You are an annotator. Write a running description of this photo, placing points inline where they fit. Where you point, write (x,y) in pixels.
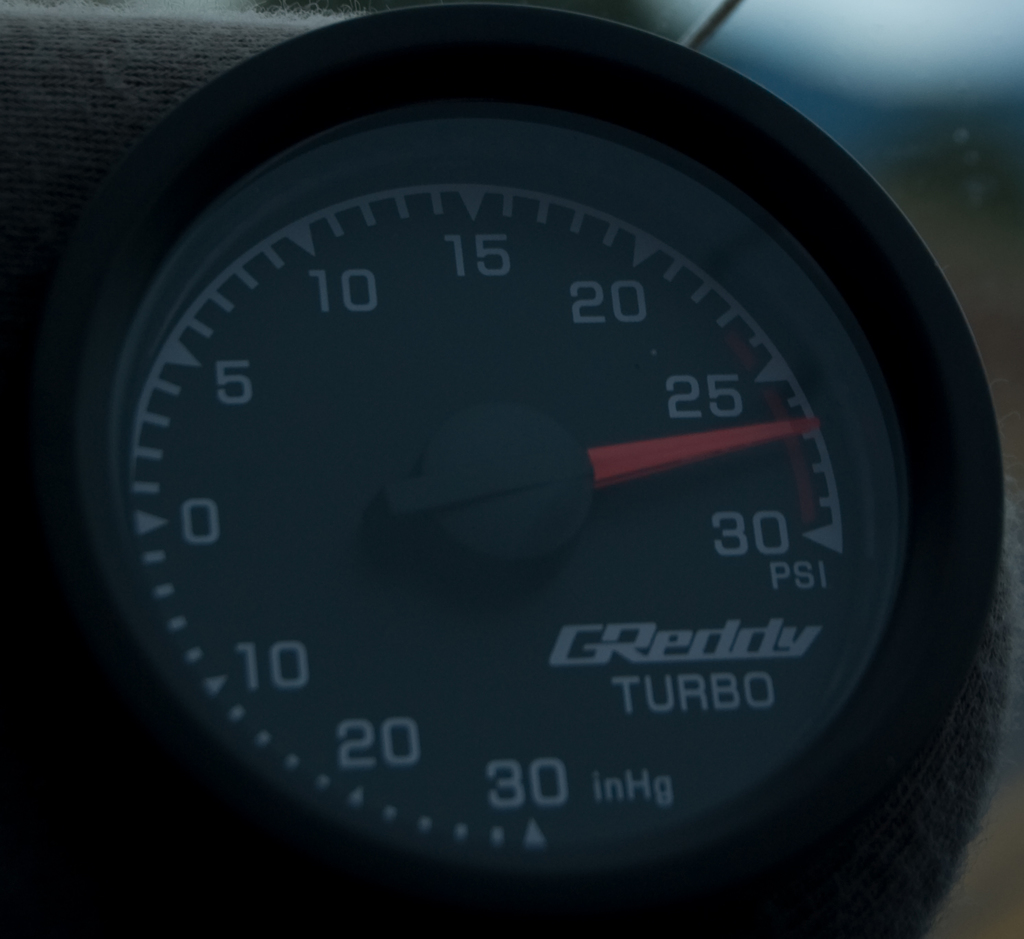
In the picture we can see a boost gauge (169,402) with a name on it as greddy turbo.
